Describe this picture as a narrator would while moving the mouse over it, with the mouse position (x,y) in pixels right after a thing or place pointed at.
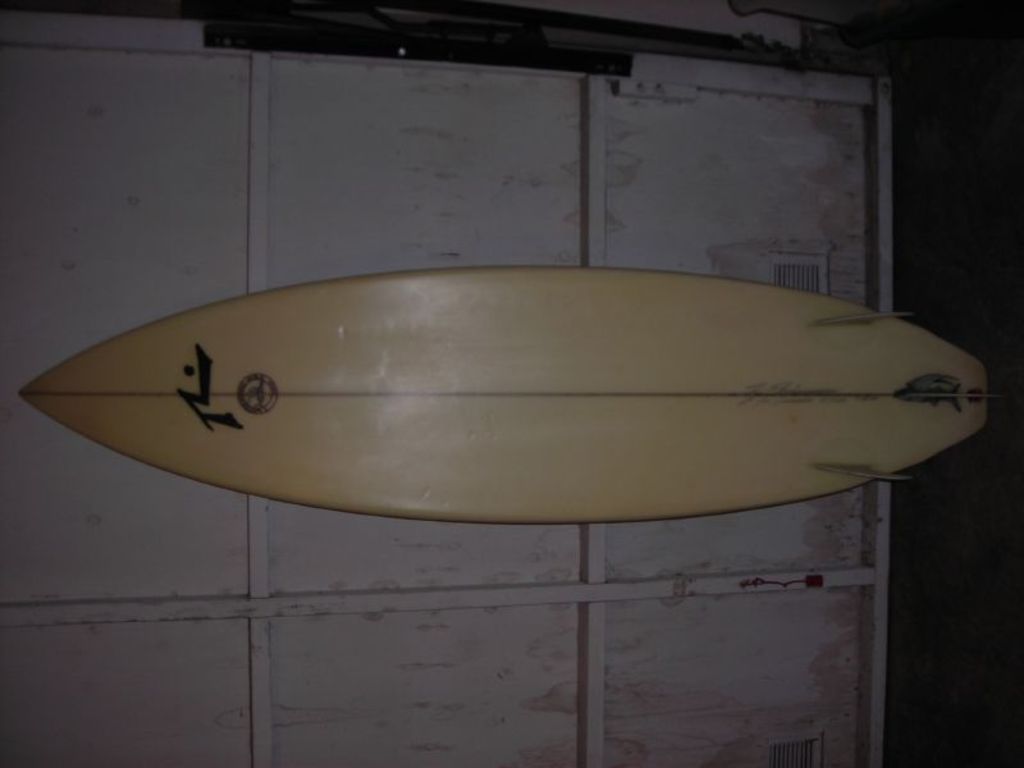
In the image we can see there is a surfing board (565,443) which is kept on the wall (516,551).
